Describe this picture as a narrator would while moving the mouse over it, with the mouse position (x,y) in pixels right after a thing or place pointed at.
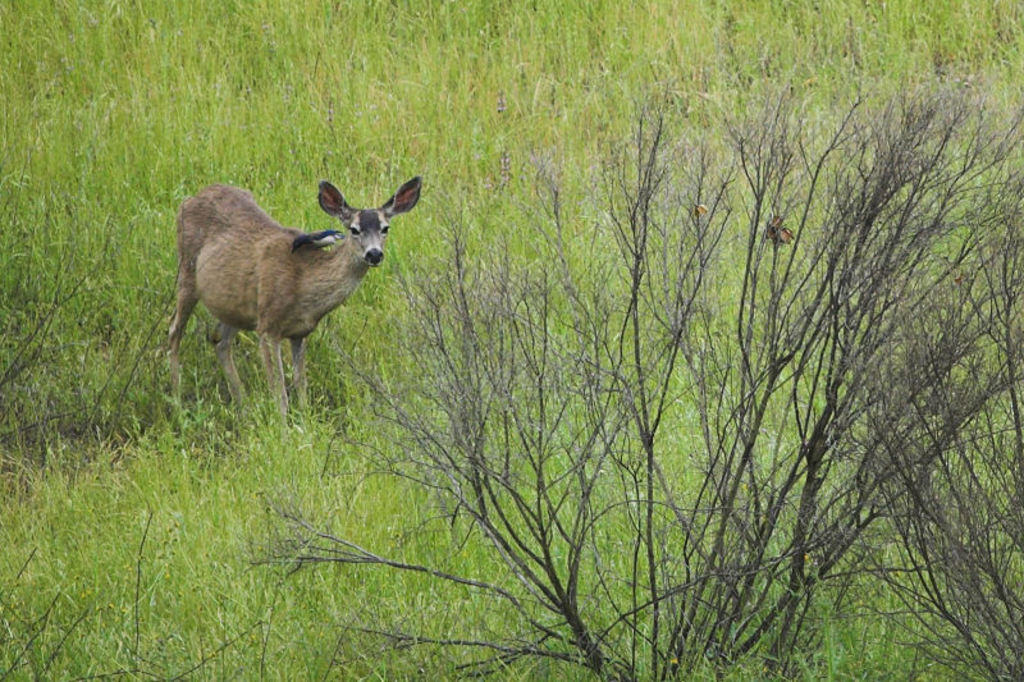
In this image I can see an animal (280,308) standing on the grass (244,471). An animal (274,293) is in brown and black color. I can see the dried plants (528,383) in-front of an animal (232,363).
